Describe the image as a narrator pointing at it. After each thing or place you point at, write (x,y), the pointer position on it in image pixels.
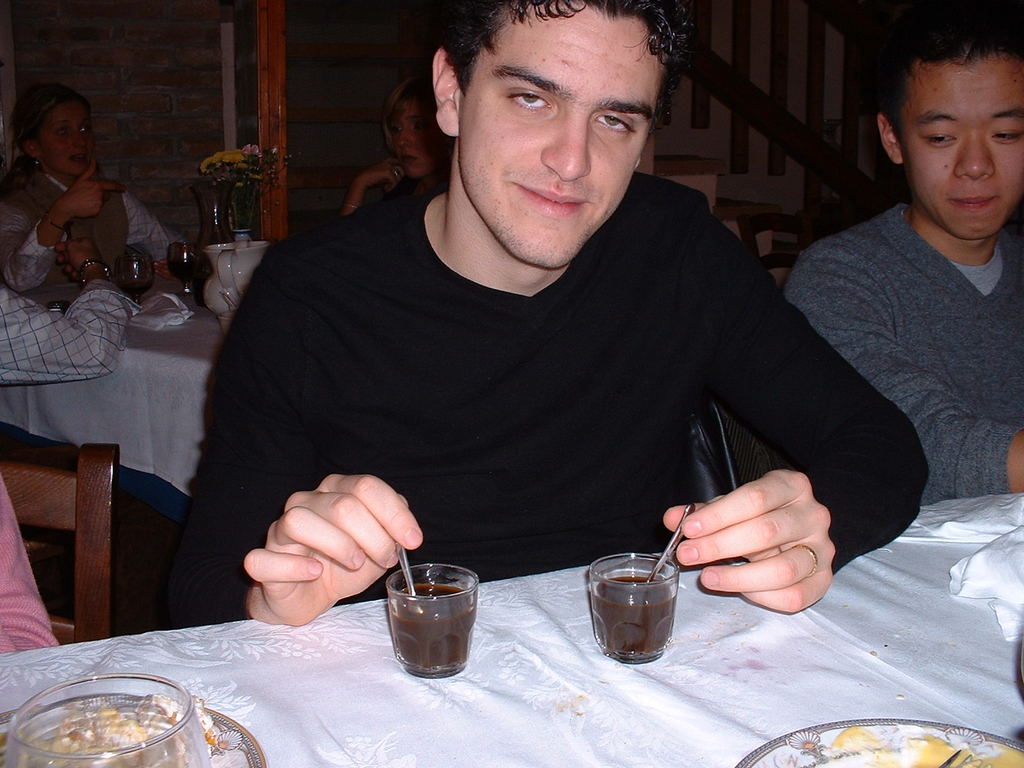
In this image there is a table (758,672) on that table (978,640) there is a cloth (614,690), plates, bowl (189,733) and two cups (408,631) in that cups (617,640) there is liquid (617,640) and spoons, behind the table (352,648) there are three persons (511,576) sitting on chairs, one person (513,553) is holding spoon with his hands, in the background (199,346) there another table (191,357), on that table (175,377) there is a cloth (159,390), glasses (176,266), flower vase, around the table (176,356) there are people (99,359) sitting on chairs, there is a wall (180,74) and stairs (806,162).
